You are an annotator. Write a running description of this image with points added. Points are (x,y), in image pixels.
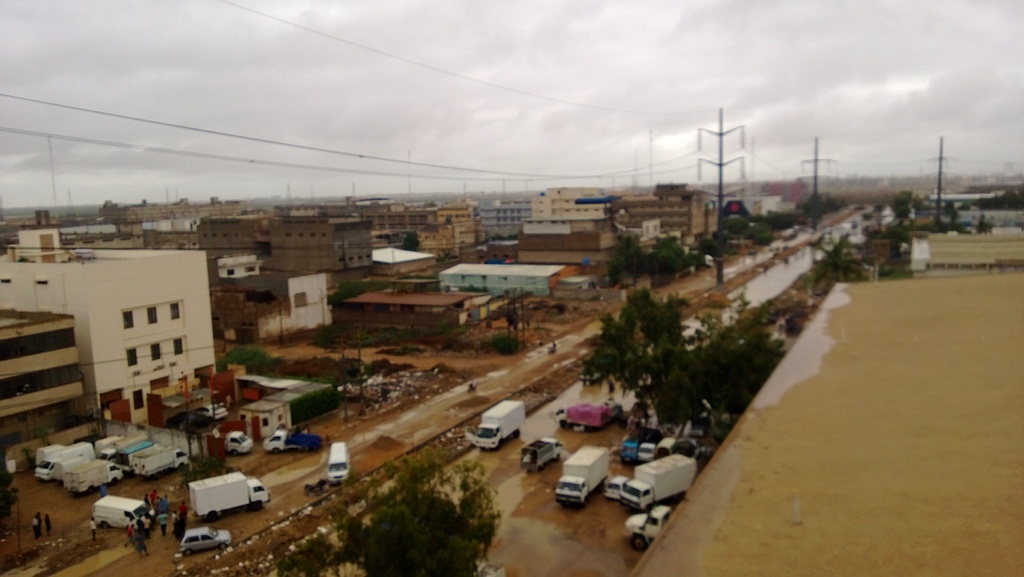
In this picture I can see vehicles (207,508) on the road (543,350), there are group of people (158,512), trees (624,347), buildings (11,224), poles (941,161), cables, water (774,269), and in the background (638,132) there is sky (673,178).
